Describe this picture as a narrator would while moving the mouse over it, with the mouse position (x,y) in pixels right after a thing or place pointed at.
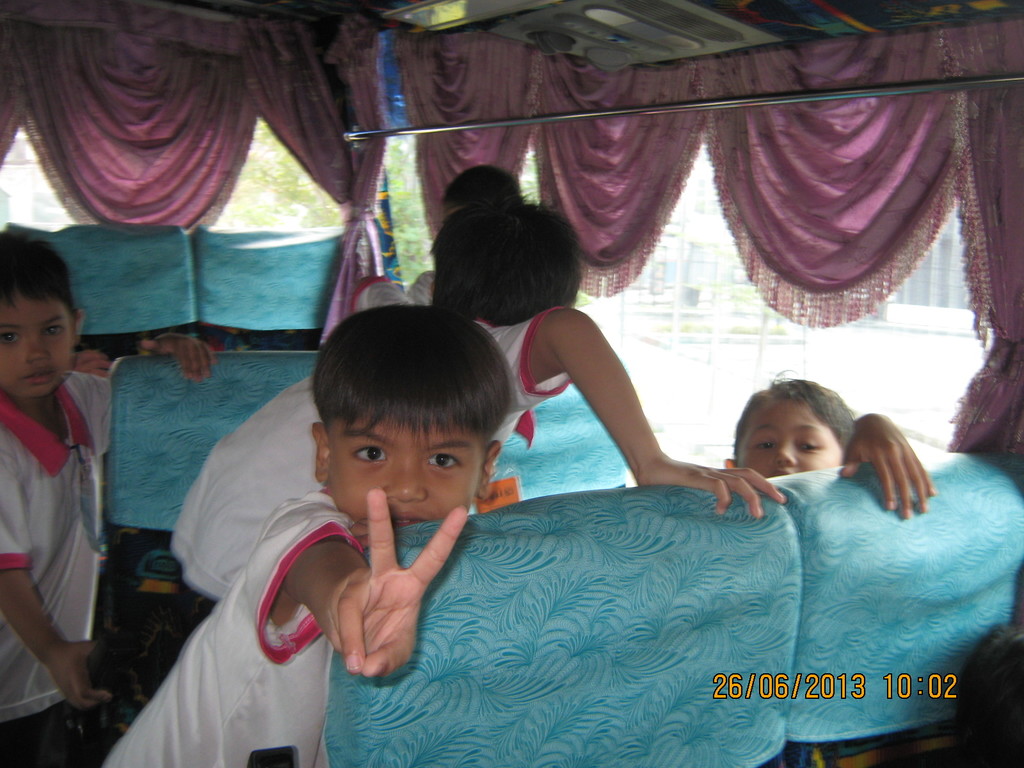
This is inside view of a bus (577,505). There are seats (276,364) and many children (361,333). Also there are curtains (468,139) and a steel rod (579,116).
